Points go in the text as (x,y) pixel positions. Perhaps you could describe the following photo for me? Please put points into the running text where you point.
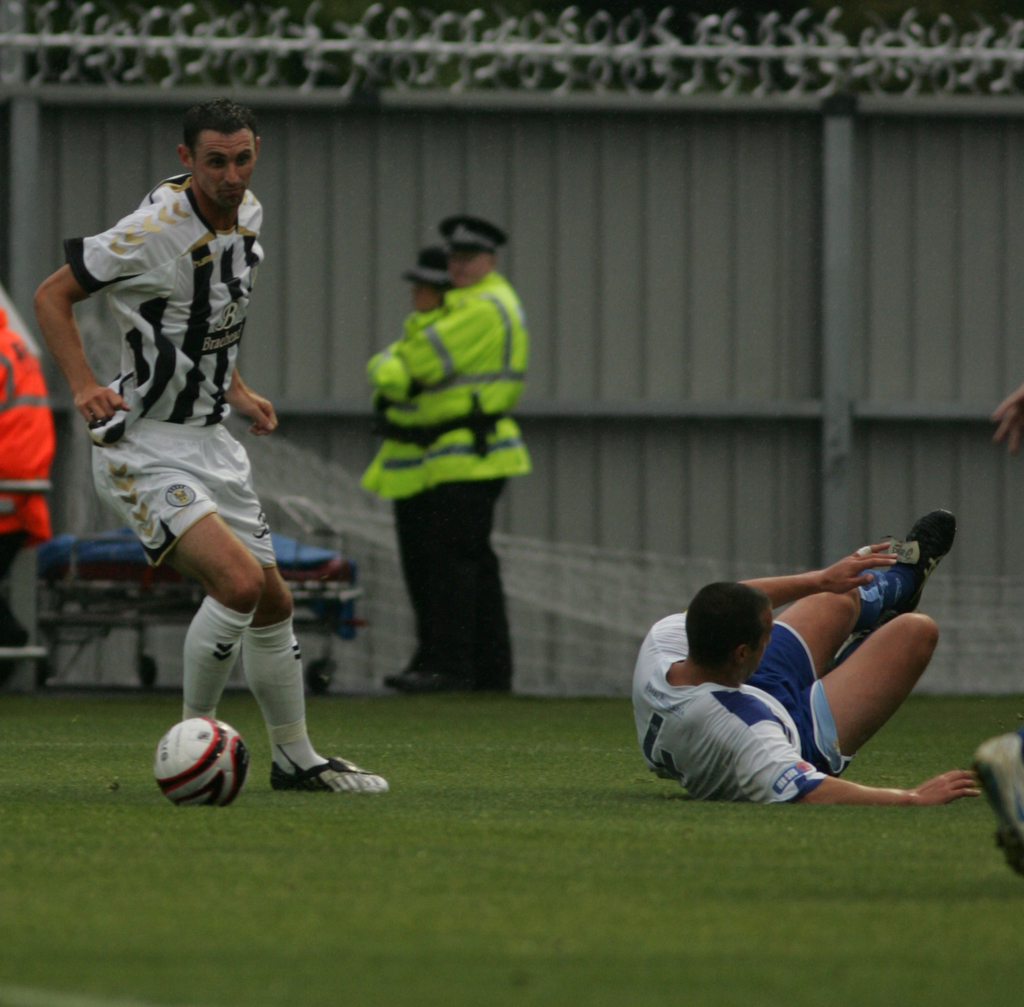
In this picture we can see some persons (638,723) in the ground (755,894). This is grass (274,937). And we can see a person (179,197) playing with the ball (197,767).
